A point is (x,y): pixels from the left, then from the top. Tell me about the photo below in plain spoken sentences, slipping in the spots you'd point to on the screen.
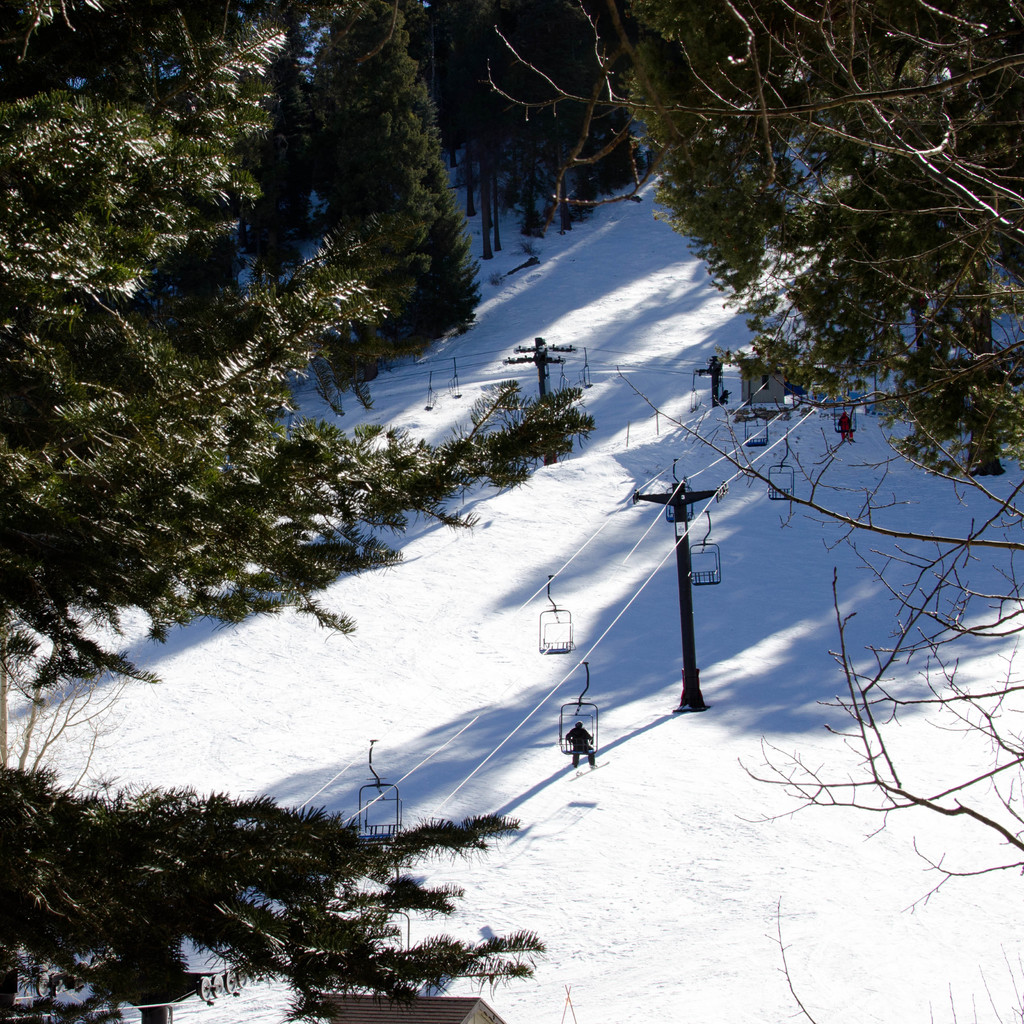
This is snow (433,677) and there are poles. Here we can see cable cars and trees (935,444). And there is a person (575,746).
